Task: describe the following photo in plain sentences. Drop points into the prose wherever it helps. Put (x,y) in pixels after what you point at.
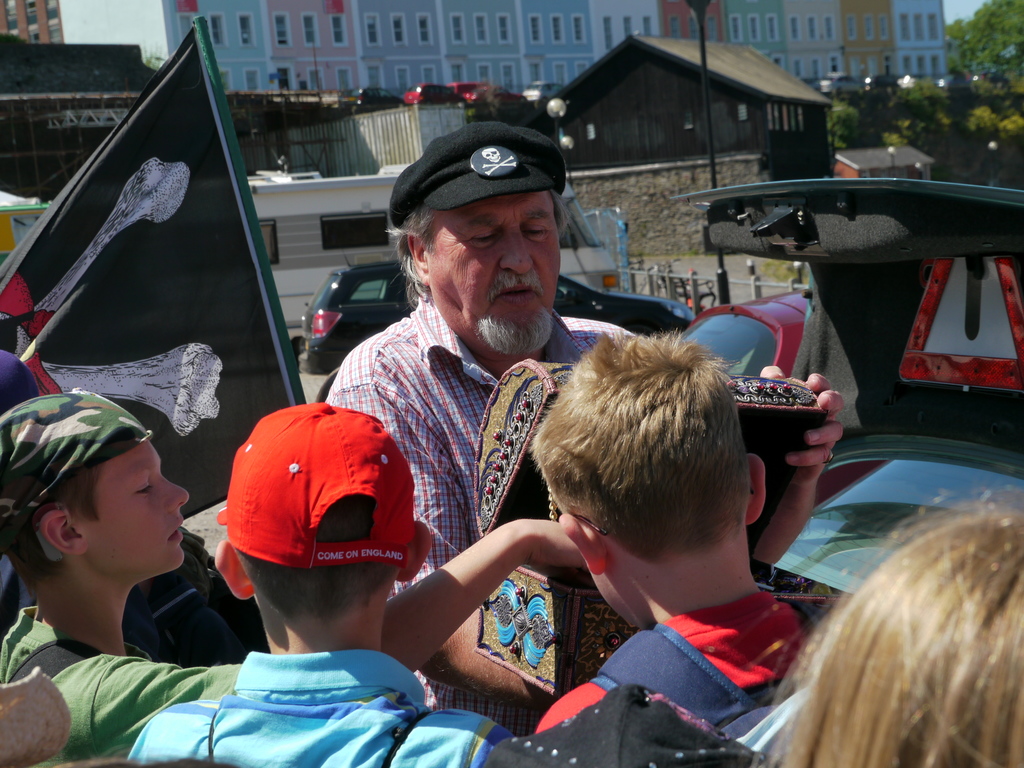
In front of the image there is a person (405,379) holding a box (505,390), in front of him there are kids (369,461), behind the person (488,272) there is a flag (264,298), cars (581,284), lamp posts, buildings (674,89) and trees (965,65).
